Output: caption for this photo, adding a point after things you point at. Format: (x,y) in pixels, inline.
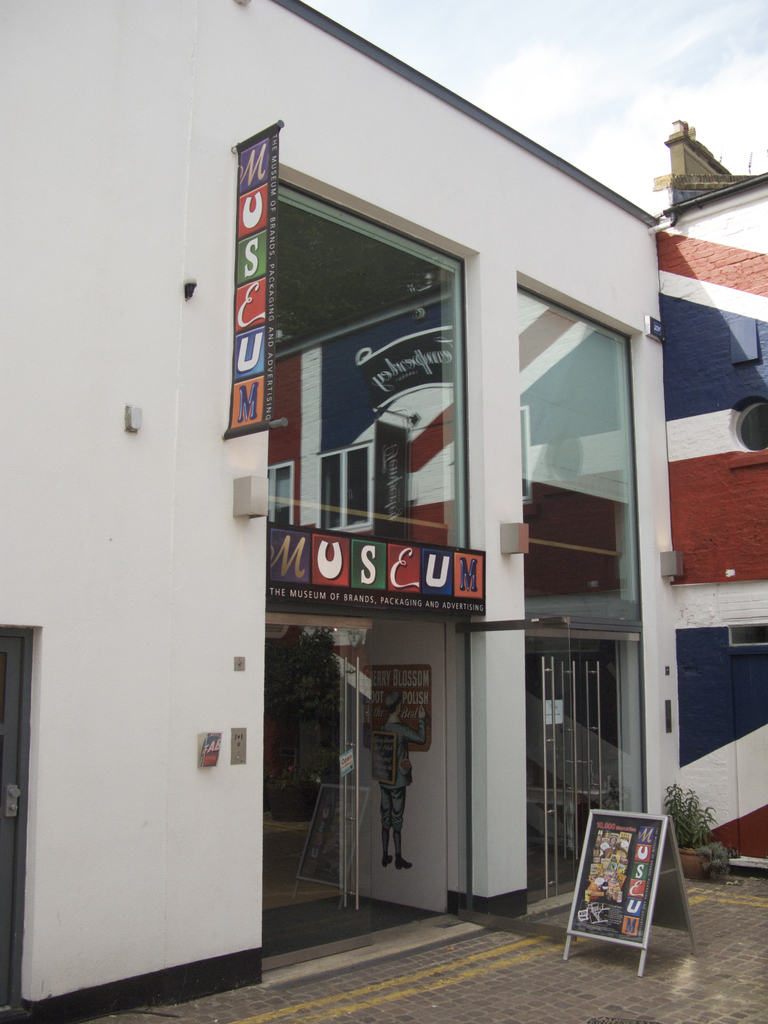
In this image, we can see a building (524,438) which is colored white. There is a board (585,920) in the bottom right of the image (596,915). There is a banner (262,339) on the wall (214,339). There is a sky (521,93) at the top of the image (496,28).
